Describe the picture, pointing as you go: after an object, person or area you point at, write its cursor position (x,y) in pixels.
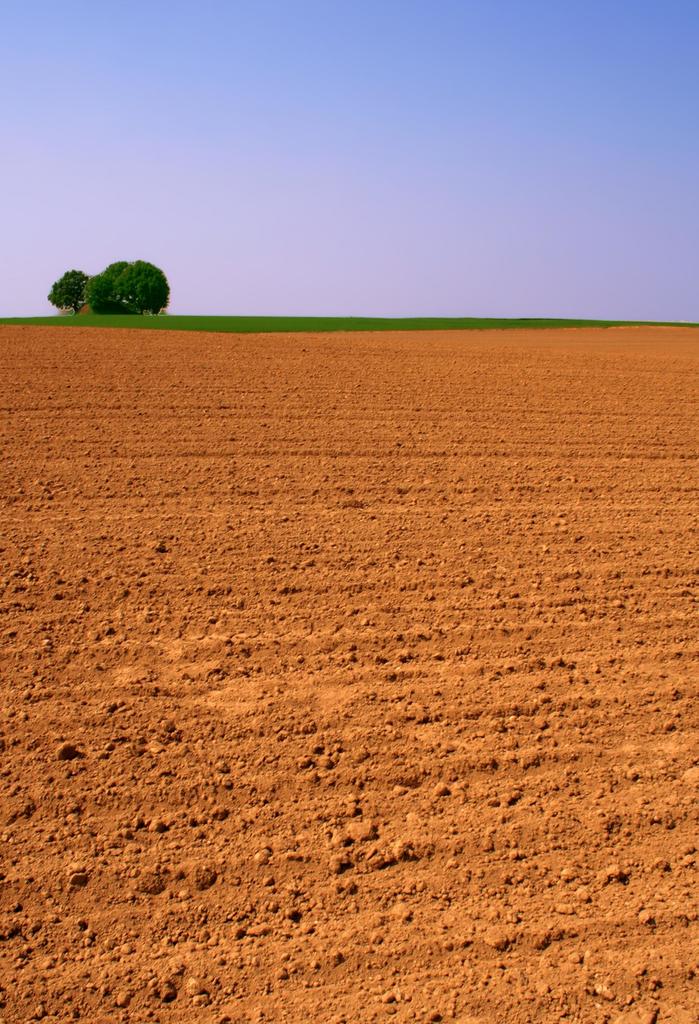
In this image we can see a dried land (306,832) with some stones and mud (216,764). On the backside (112,309) we can see some plants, trees (104,299) and the sky (403,236) which looks clear.
